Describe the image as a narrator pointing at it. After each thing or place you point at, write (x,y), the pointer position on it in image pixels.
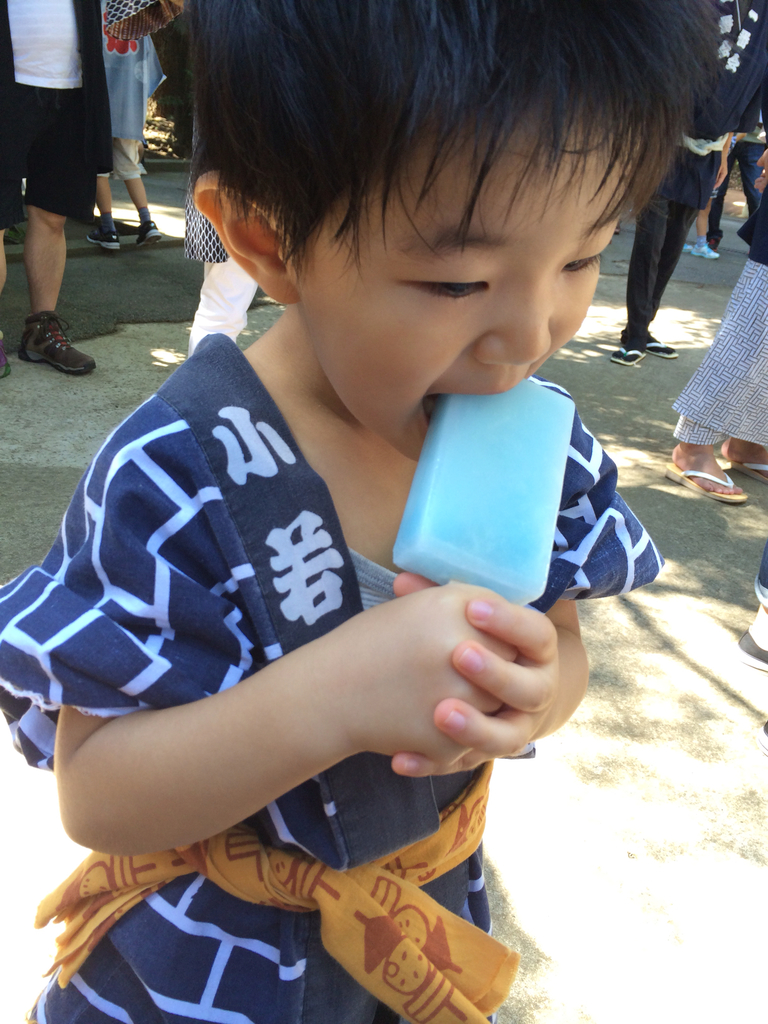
In this image I can see a kid (420,592) is licking the ice-cream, this kid (319,574) wore blue color cloth (243,576). Behind this person (325,139) there are people (31,347) standing.
